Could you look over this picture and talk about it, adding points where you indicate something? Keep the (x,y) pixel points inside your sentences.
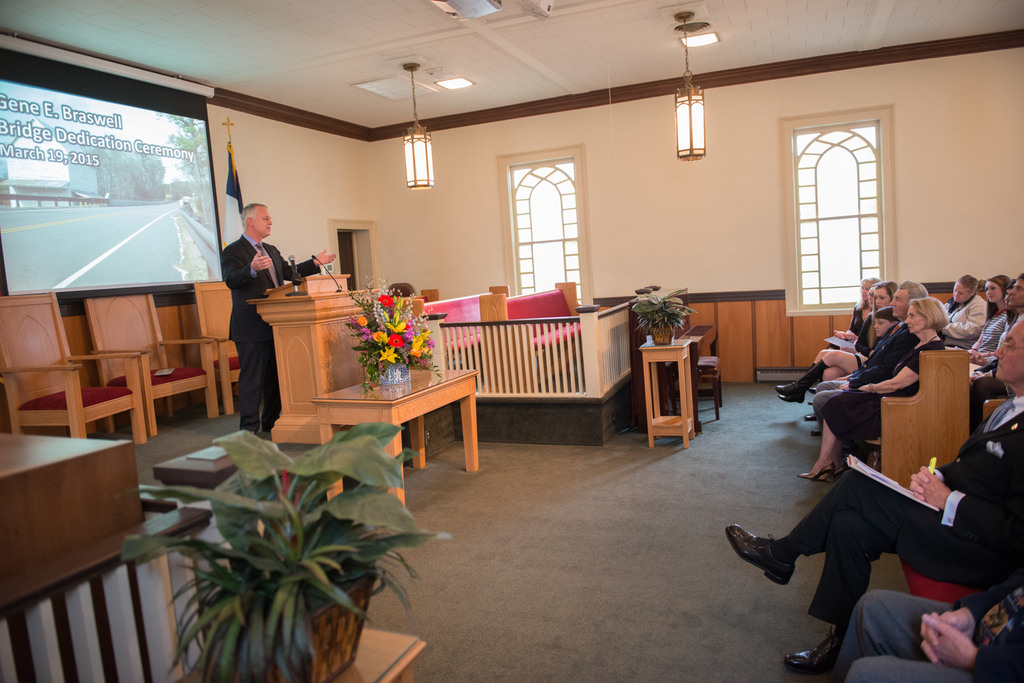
In the image we can see that there are many person (886,348) sitting, there is a person (270,274) standing opposite of them. There are chairs (102,372) and a table (423,391). This is a plant pot (291,559). This is a projected screen (81,172).
